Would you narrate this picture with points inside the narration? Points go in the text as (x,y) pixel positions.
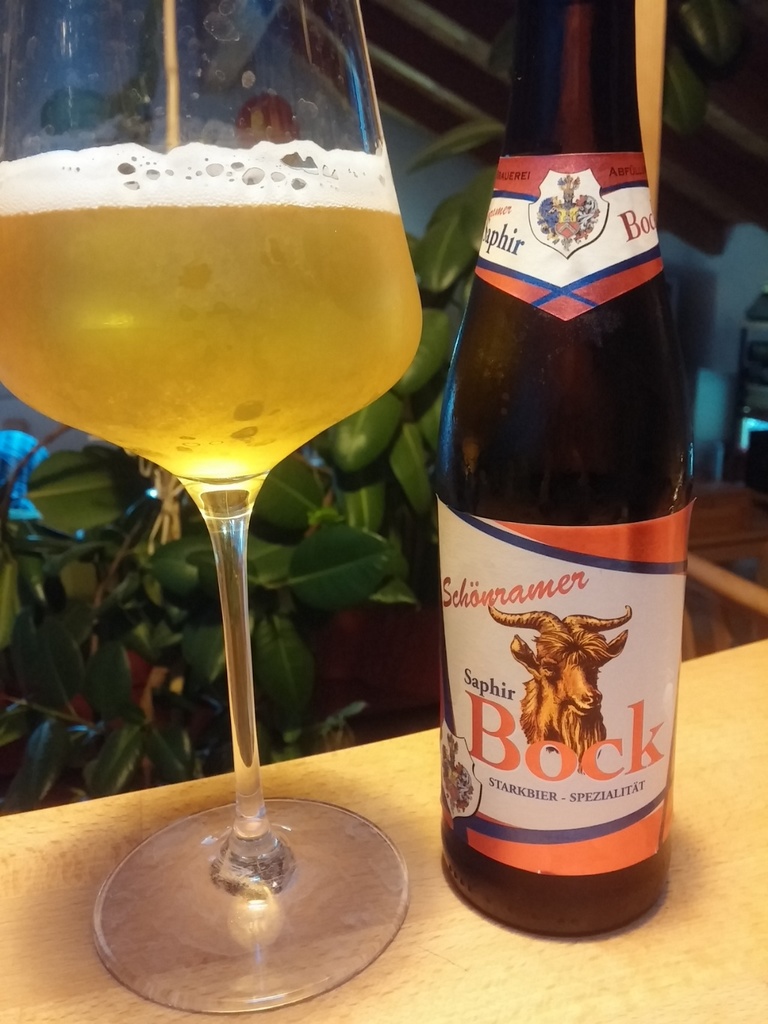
In this image there is a beer bottle (543,553) and also a glass (199,348) of beer (225,340) placed on the wooden surface (523,971). In the background (61,584) there is plant (140,562).
